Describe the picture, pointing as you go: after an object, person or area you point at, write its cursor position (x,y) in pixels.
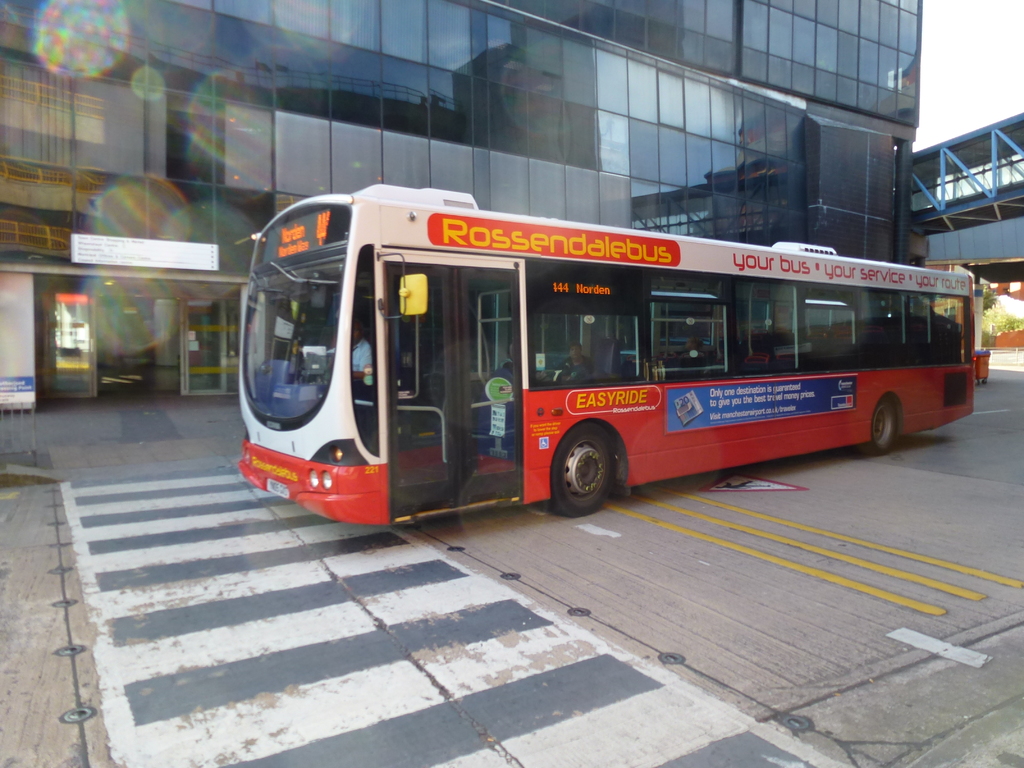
In this picture we can see a bus (650,313) on the road (525,545), and few people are seated in it, in the background (970,229) we can see a building (619,161) and a bridge (985,189).
